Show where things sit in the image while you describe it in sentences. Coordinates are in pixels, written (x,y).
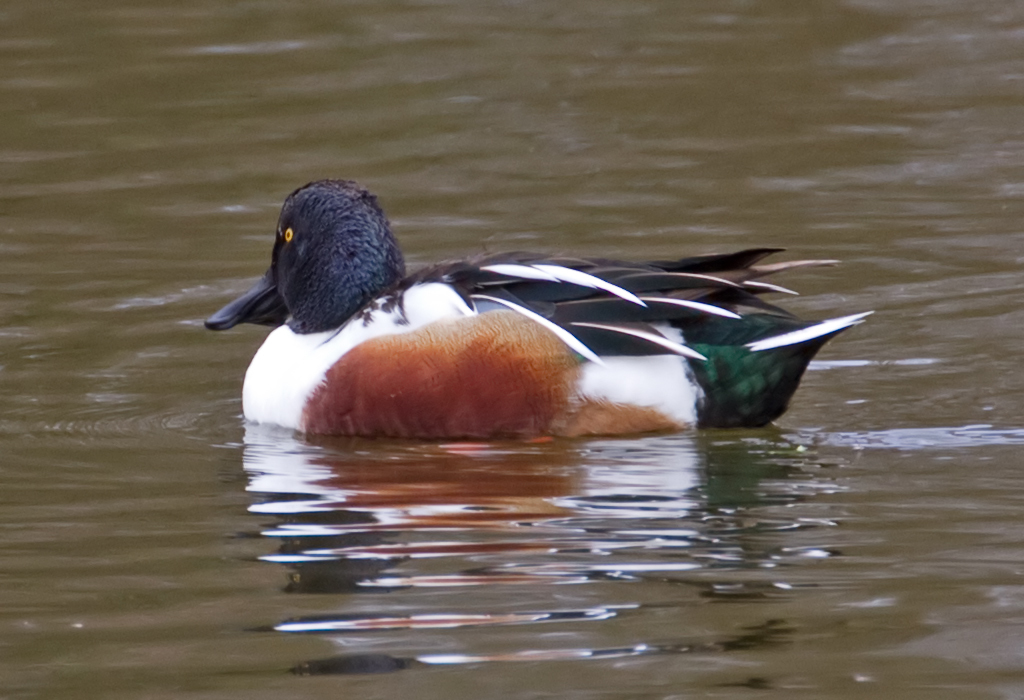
In the center of the image (507,395) we can see a duck (353,345) swimming in the river (575,492).
